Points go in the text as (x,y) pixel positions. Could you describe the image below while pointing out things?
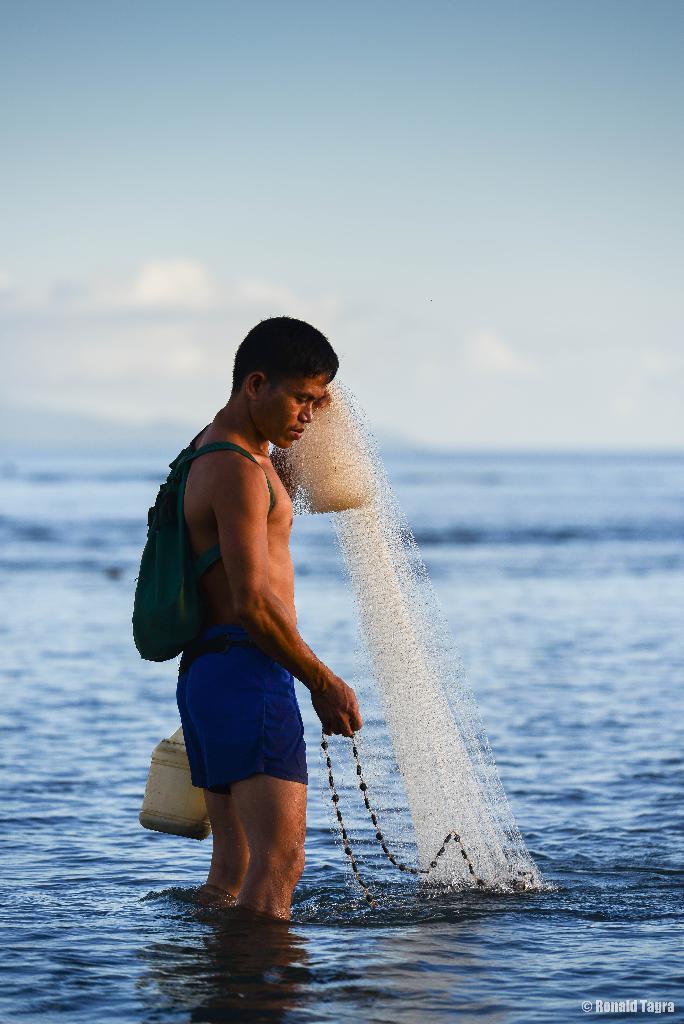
In this image, in the middle (272,673), we can see a man (248,643) wearing a backpack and holding a net (332,423) in one hand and some chain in other hand (325,733) and the man (287,701) is standing on the water (214,914). At the top (294,190), we can see a sky (349,205), at the bottom (539,693), we can see a water (581,699) in a ocean (605,723).
